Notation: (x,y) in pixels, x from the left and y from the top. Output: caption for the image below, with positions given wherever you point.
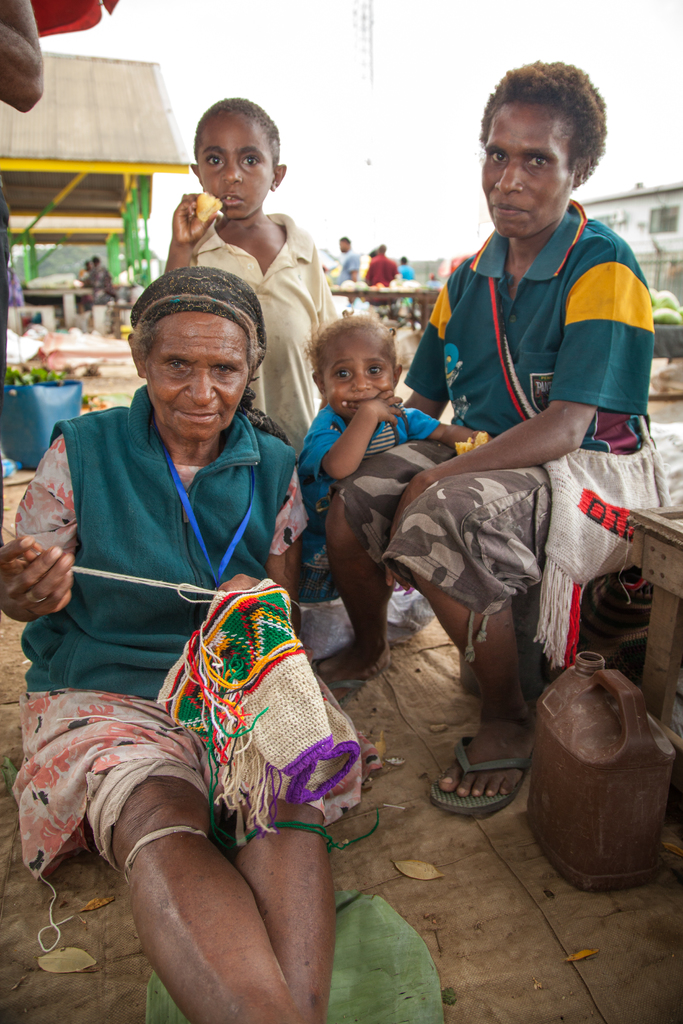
In this image I can see there is a person (242,325) sitting on the floor (499,877) and one person (469,523) sitting on the table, on the floor (492,867) I can see a jerry can (618,743) at the top (259,48) I can see tent (34,169), persons (353,271), sky (385,152) and buildings (613,201).
